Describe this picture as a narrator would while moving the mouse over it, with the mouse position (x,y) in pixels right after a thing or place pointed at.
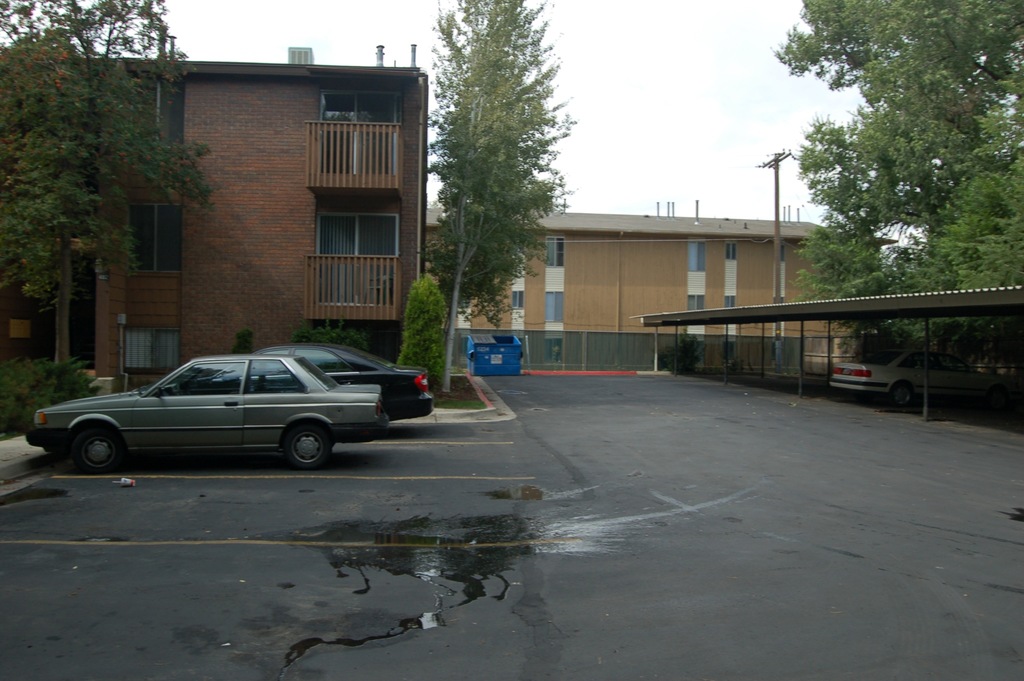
In this image I can see the ground (695,550), some water (429,580) on the ground (433,526), two cars (353,396) which are black and grey in color on the ground (294,484). In the background (780,298) I can see the shed (791,309), a car (923,381) under the shed (776,313), few poles (829,359), few buildings (280,233) which are brown and cream in color, few trees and the sky (653,114).
